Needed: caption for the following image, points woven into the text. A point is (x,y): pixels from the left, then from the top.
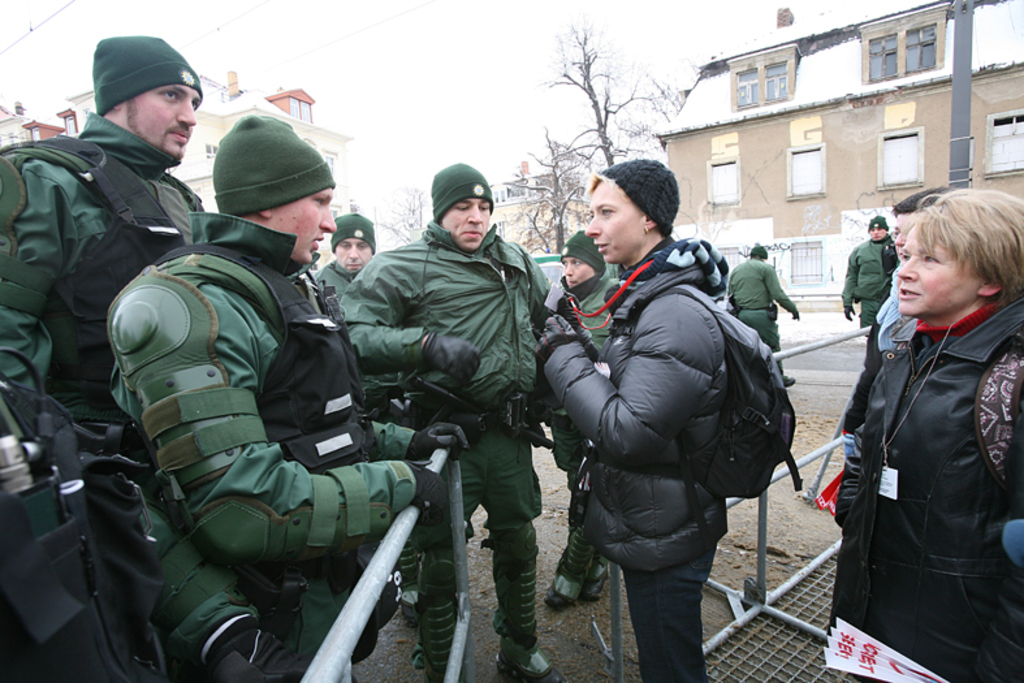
In this image we can see these people (334,280) wearing green color dresses (382,276) and caps (281,168) are standing here and these two women (906,364) wearing black jackets (975,356) are standing here. In the background (815,181), we can see the houses (980,71), trees (666,117) and the sky (498,72).
